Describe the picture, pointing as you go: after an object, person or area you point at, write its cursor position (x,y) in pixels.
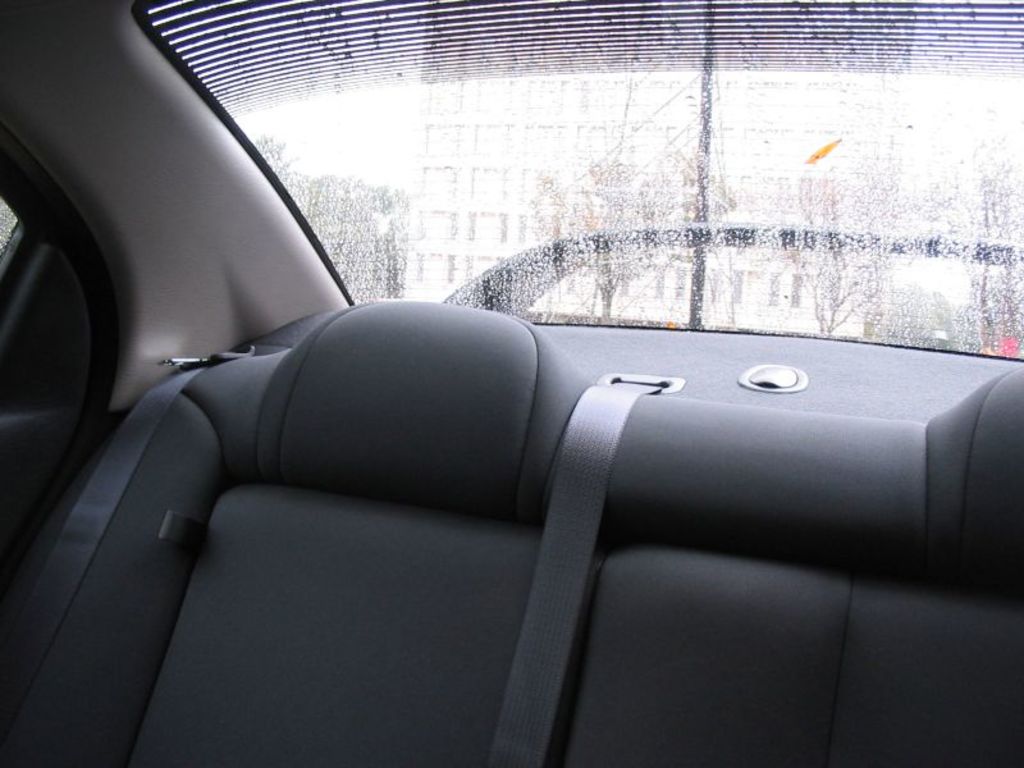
This picture is clicked inside the vehicle (17,52). In the center (354,376) we can see the seat (464,482) of a vehicle (261,538). At the top (892,109) we can see the window (635,209) and through the window (687,207) we can see the buildings (532,175), tree (806,189) and some other objects (788,229).
